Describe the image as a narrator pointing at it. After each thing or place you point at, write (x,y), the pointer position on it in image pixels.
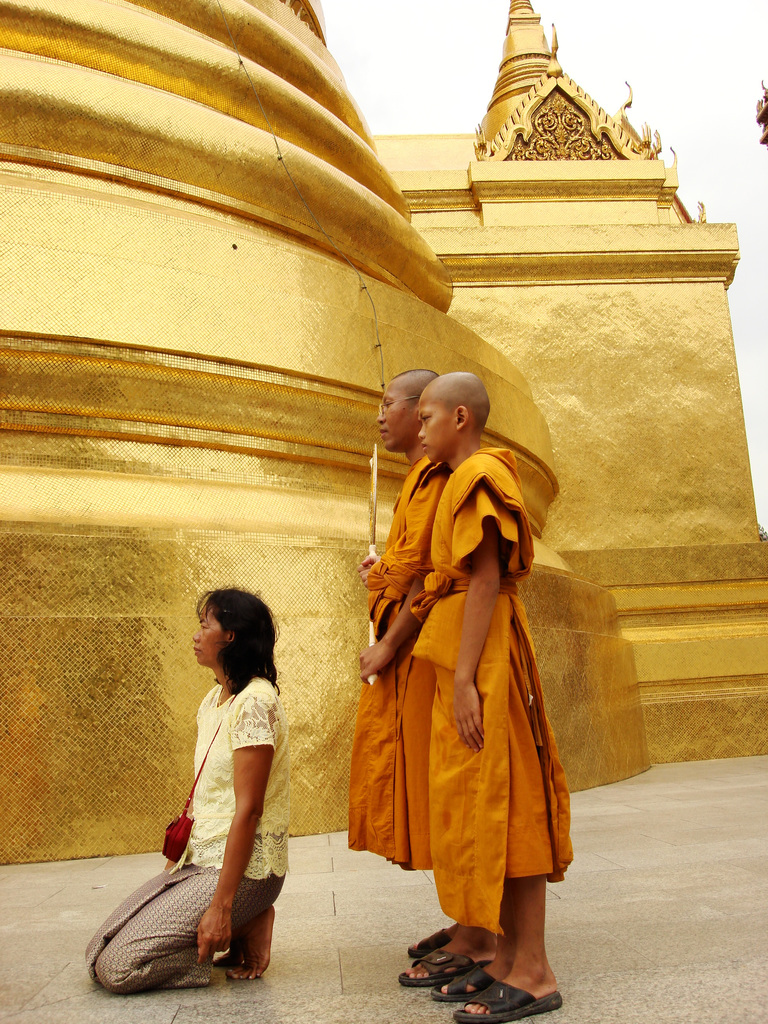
There are two people (436,421) standing and this woman (179,916) sitting on knees (113,972) and wearing bag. In the background (575,356) we can see gold wall (513,340) and sky (696,107).
